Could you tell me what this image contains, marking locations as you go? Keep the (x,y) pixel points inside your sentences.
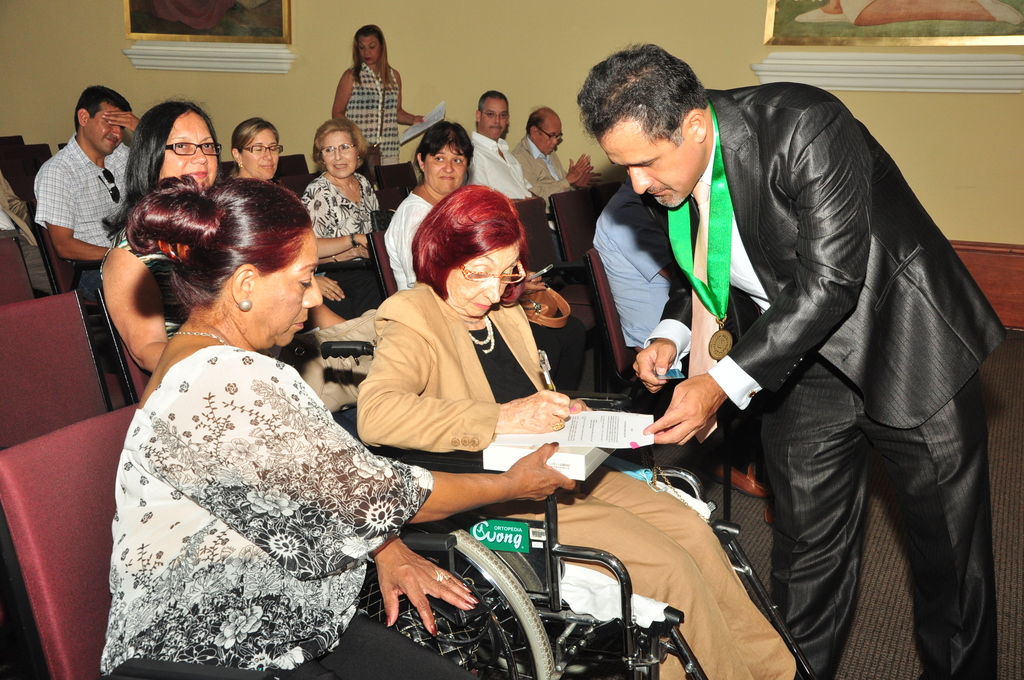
In this image I can see there are group of persons (469,248) sitting on chair (42,402) and a person (859,273) standing on the right side (767,237) on the floor (1019,389), there is a woman (406,471) holding a book (514,443) visible in the foreground (640,529), there is another woman (368,72) standing in front of the wall (440,73), on the wall (125,41) there are photo frames (871,26) attached visible at the top (918,21).
